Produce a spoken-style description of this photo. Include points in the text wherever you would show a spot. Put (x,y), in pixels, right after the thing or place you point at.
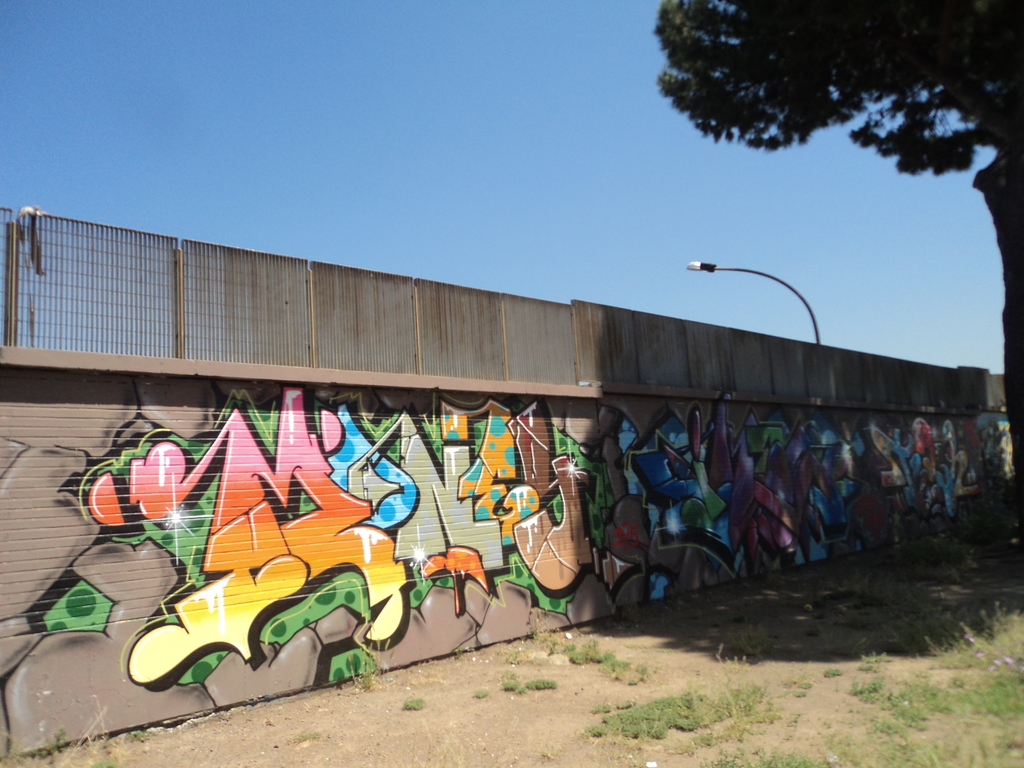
In the center of the image (618,438) there is a painting (618,501) on the wall (618,501). There is a metal fence (648,351). There is a street light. On the right side of the image (923,118) there is a tree (923,118). At the bottom of the image (910,723) there is grass (926,675) on the surface (949,666). In the background of the image (371,110) there is sky (405,98).
